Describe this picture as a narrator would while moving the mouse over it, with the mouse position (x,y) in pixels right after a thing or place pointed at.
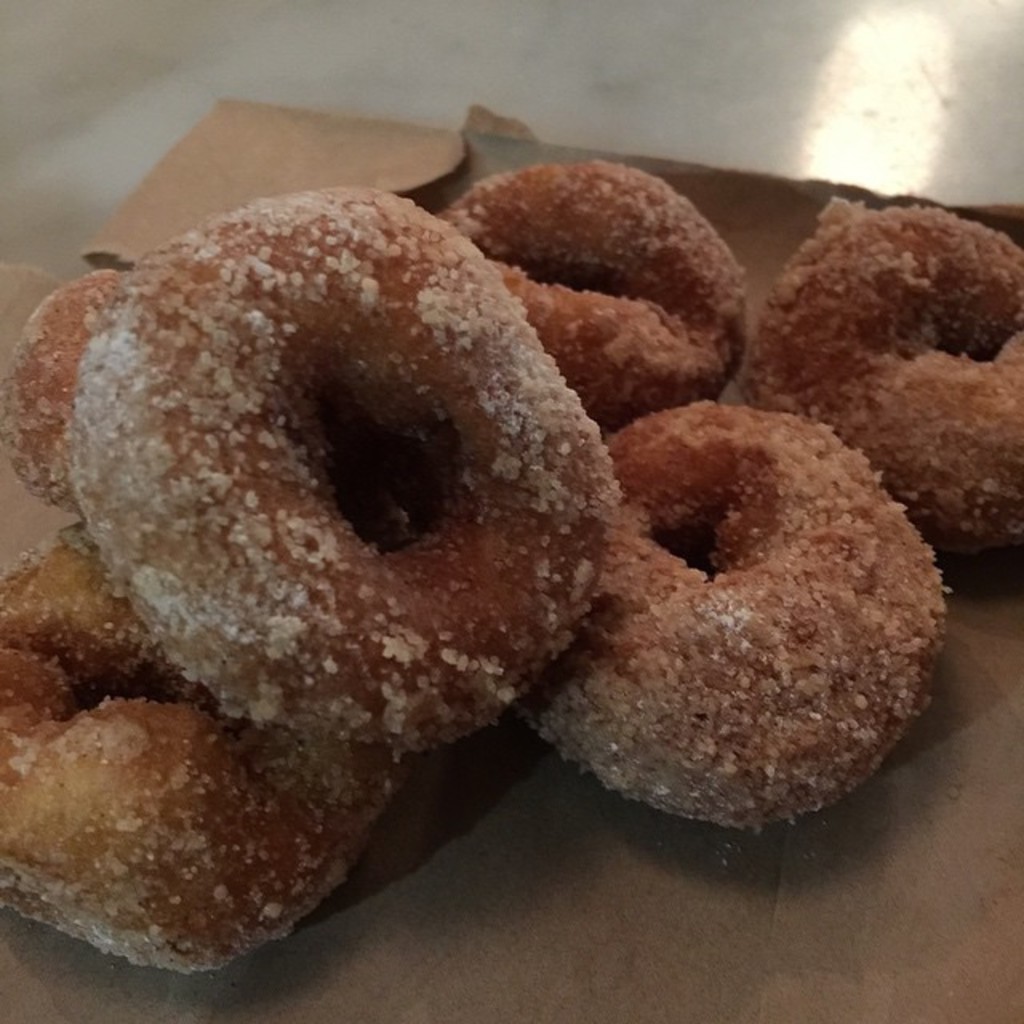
In this picture we can observe some food (571,347) placed on the bag (524,947). The paper bag (329,151) is placed on the surface (414,80) which is in white color.
